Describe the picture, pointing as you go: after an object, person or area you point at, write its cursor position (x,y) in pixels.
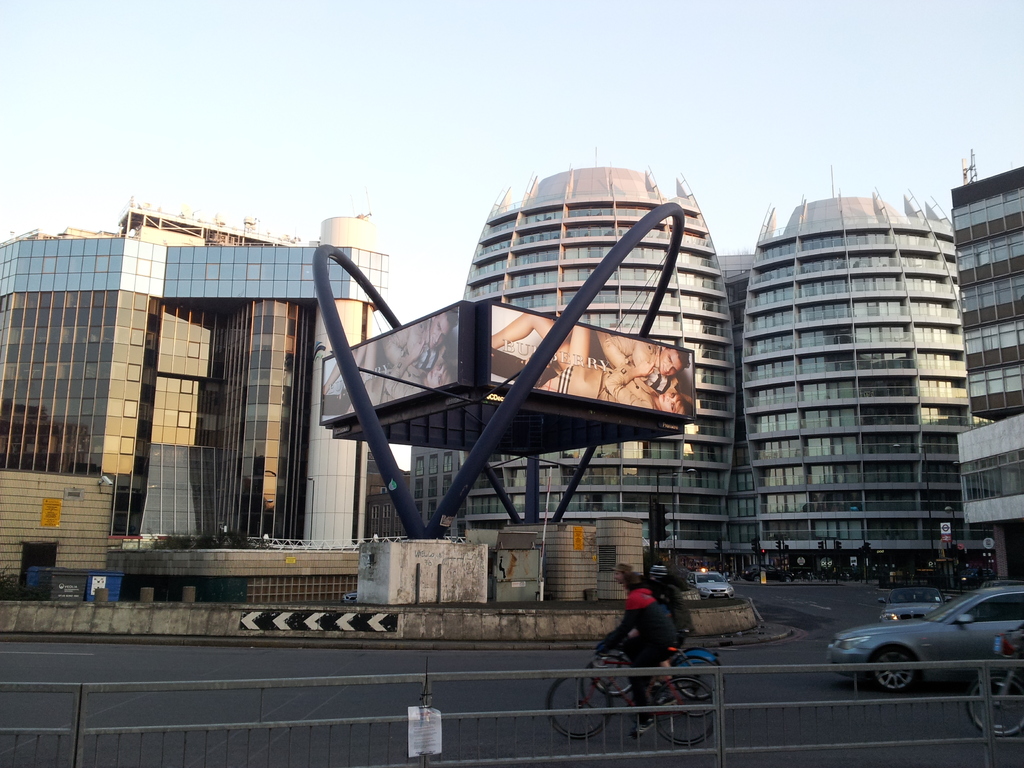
In this image I can see few vehicles (953,605) on the road (710,761), in front (620,631) the person (635,644) is riding a bicycle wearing black color dress (644,655). Background (846,418) I can see few glass buildings (845,434) and the sky (139,101) is in white color.
